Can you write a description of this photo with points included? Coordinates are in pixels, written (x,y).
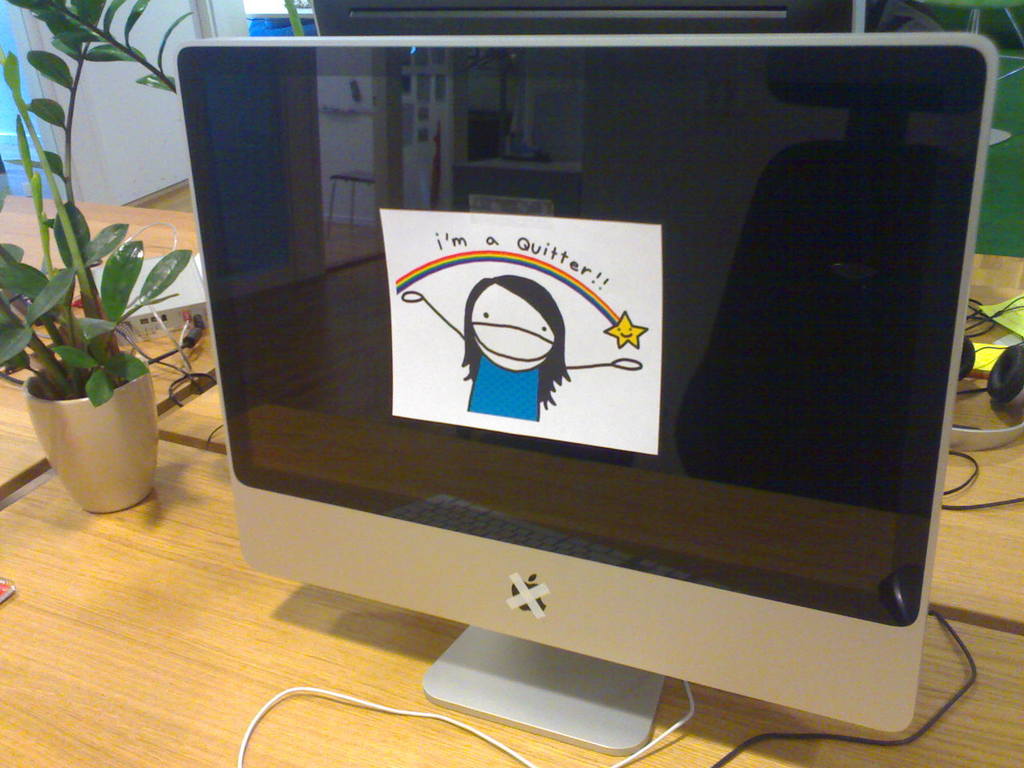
In the center of the image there is a monitor screen (468,630). There is a plant (92,24) on the table (324,663).
